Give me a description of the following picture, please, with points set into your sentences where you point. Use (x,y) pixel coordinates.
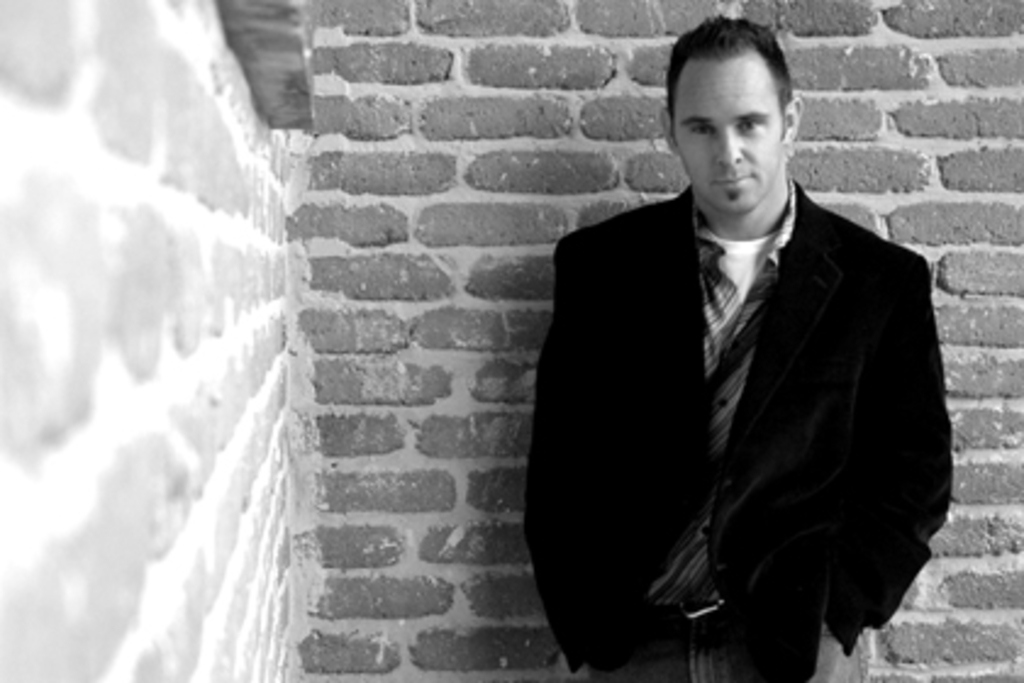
In this picture I can see a man (683,220) standing and I can see a brick wall (201,296).
